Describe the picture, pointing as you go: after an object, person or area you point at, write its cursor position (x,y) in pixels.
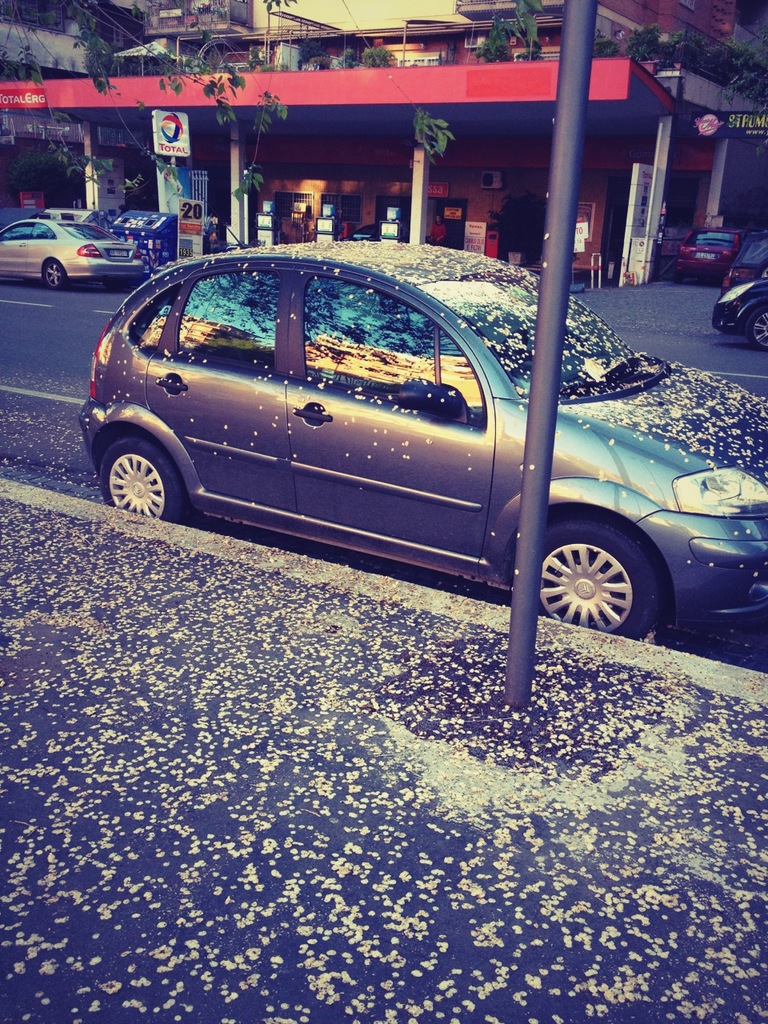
In the center of the image (450,431) there is a car (262,468) on the road (3,398). In the background (544,214) we can see buildings (391,197), pillars (231,205), cars (82,236), trees (2,69), plants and board (708,131).
